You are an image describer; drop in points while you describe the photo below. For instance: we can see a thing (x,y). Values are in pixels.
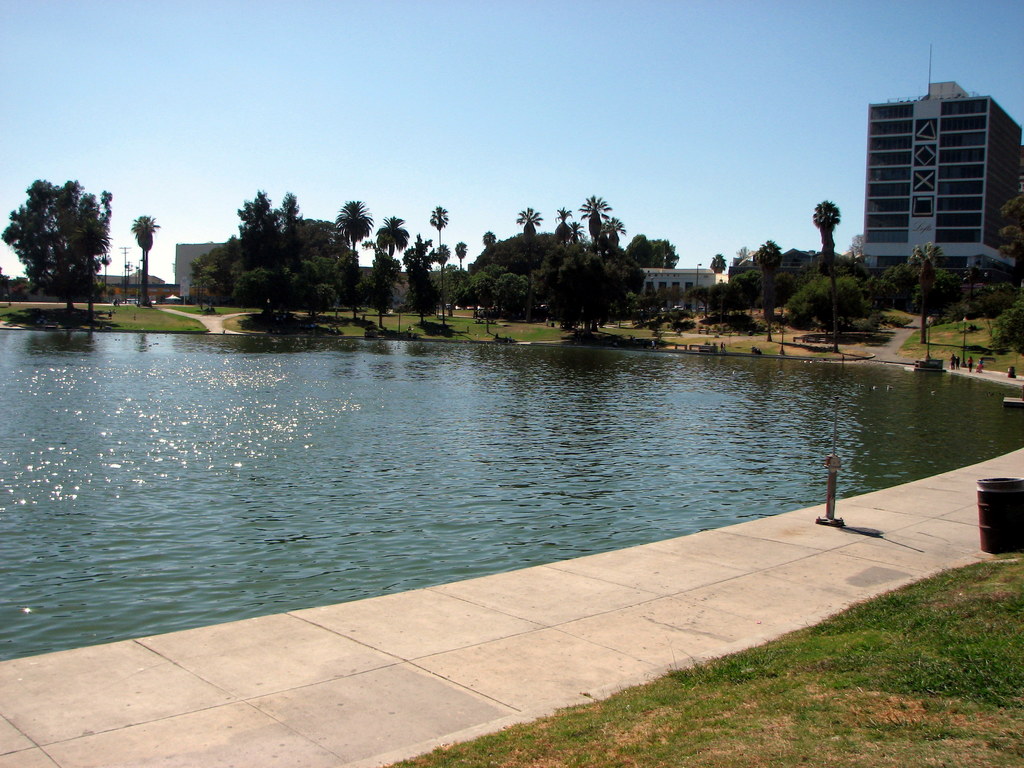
In this image I can see water (448,463), trees (346,266), the grass (180,308) and buildings (912,231). In the background (456,72) I can see the sky (464,31).
